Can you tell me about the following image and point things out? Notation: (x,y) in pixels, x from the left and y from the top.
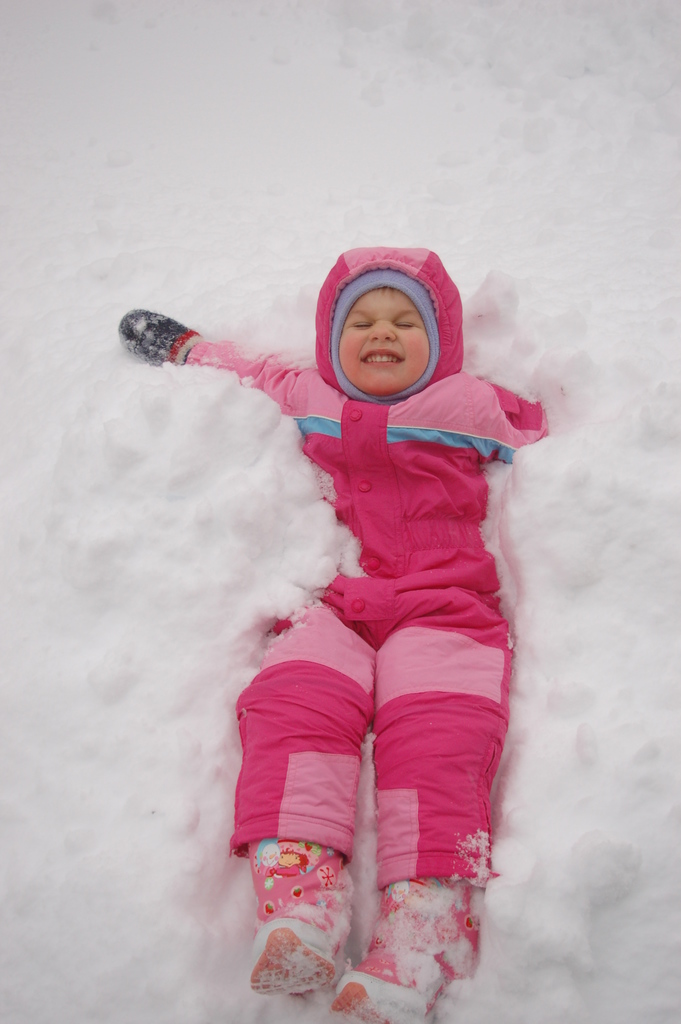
In this image I can see there is a kid (369,642) lying on the snow (270,475) and is wearing a coat (442,788), gloves (144,323) and shoes (297,898).
